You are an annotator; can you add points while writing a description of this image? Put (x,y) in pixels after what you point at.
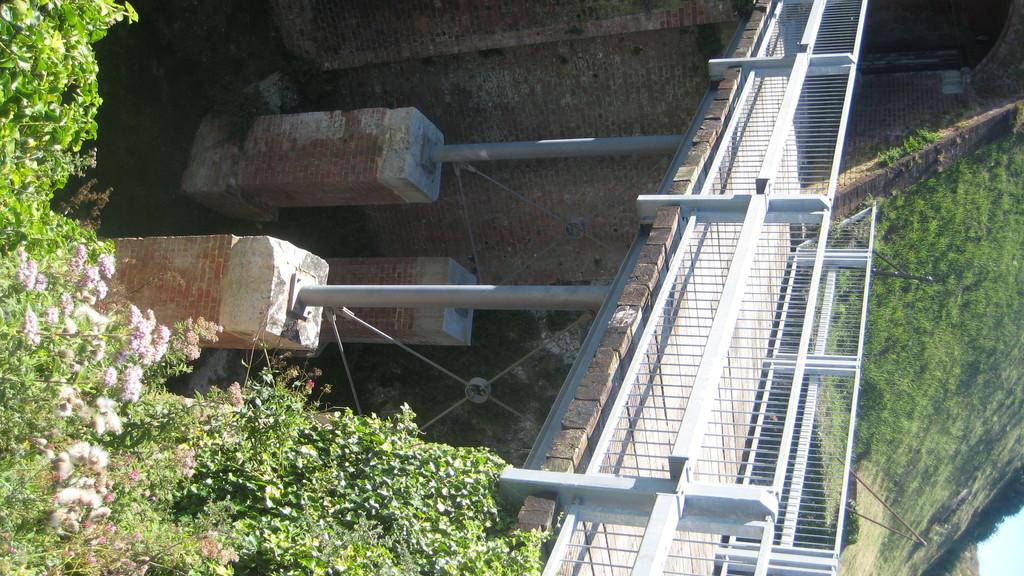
In this image I can see there is a bridge (687,287) on the right side (747,367) with a railing (742,402), there are pillars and there are plants (35,323) with flowers (38,282) and there are trees (309,494).
